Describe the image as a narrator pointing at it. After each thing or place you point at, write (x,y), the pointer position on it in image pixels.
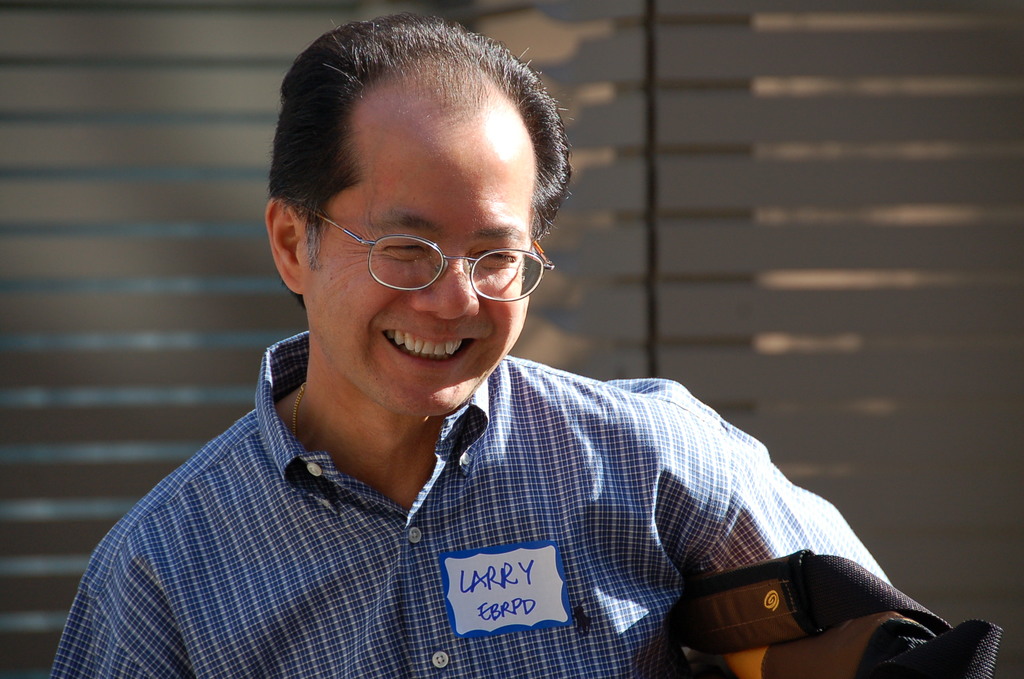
This pictures seems to be clicked outside. In the center (542,438) there is a man (548,421) wearing blue color shirt (549,436), spectacles (489,283), smiling and holding an object (806,608). In the background (678,70) we can see the window blind (775,284).
